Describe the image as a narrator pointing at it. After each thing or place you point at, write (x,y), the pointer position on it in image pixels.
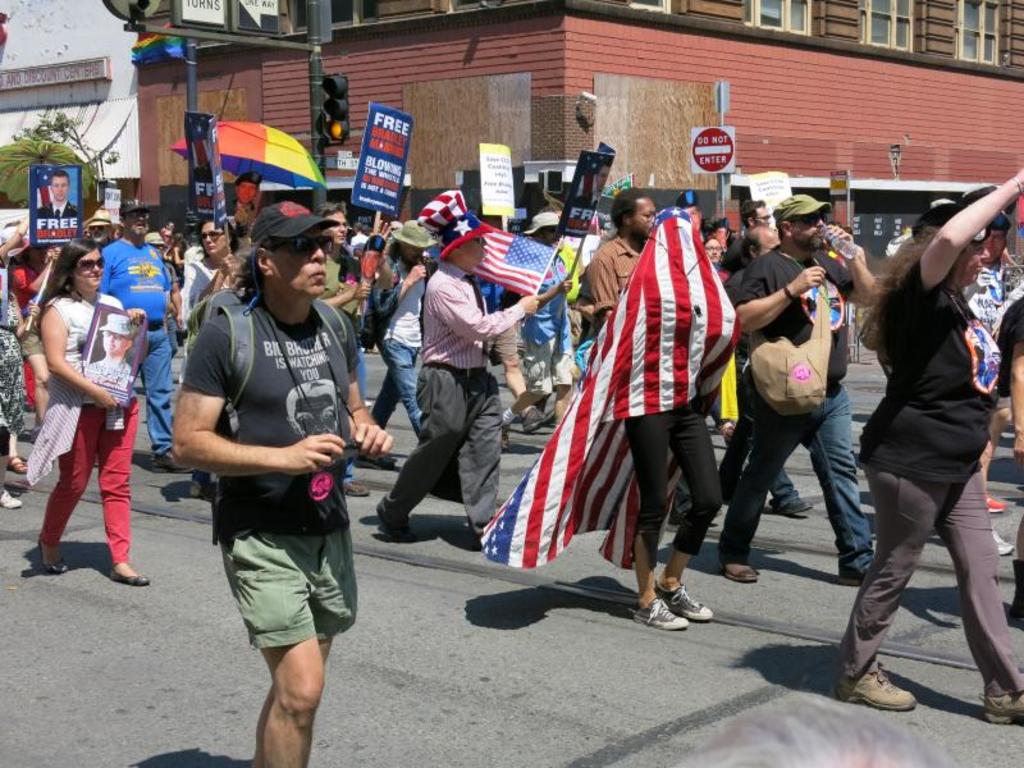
In this image there is a road (415,516). There are people (125,280) walking on the road (860,382). There are flags (510,274). There are signal poles (341,116). There are trees (88,157) on the left side (58,138). There are boards (66,185). There is building (103,133).
